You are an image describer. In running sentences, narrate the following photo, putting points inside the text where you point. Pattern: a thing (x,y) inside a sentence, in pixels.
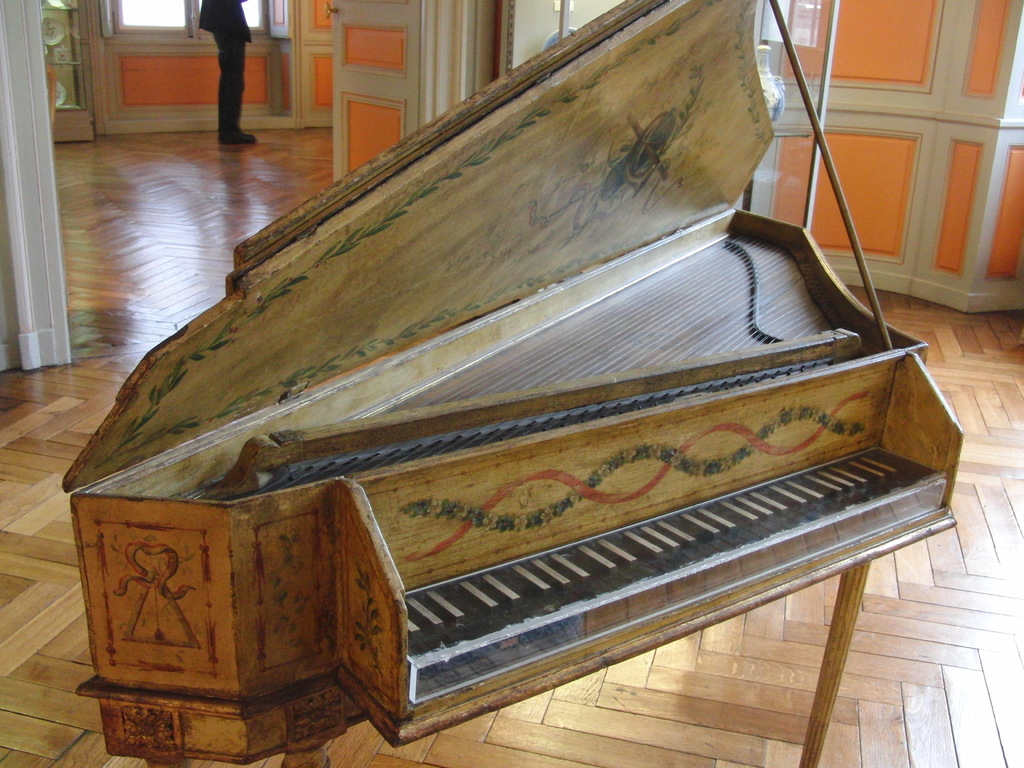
In the image we can see a wooden piano (354,503) and a person (218,16) standing, wearing clothes (219,32) and shoes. Here we can see a wooden surface (932,686) and the door (364,58).
